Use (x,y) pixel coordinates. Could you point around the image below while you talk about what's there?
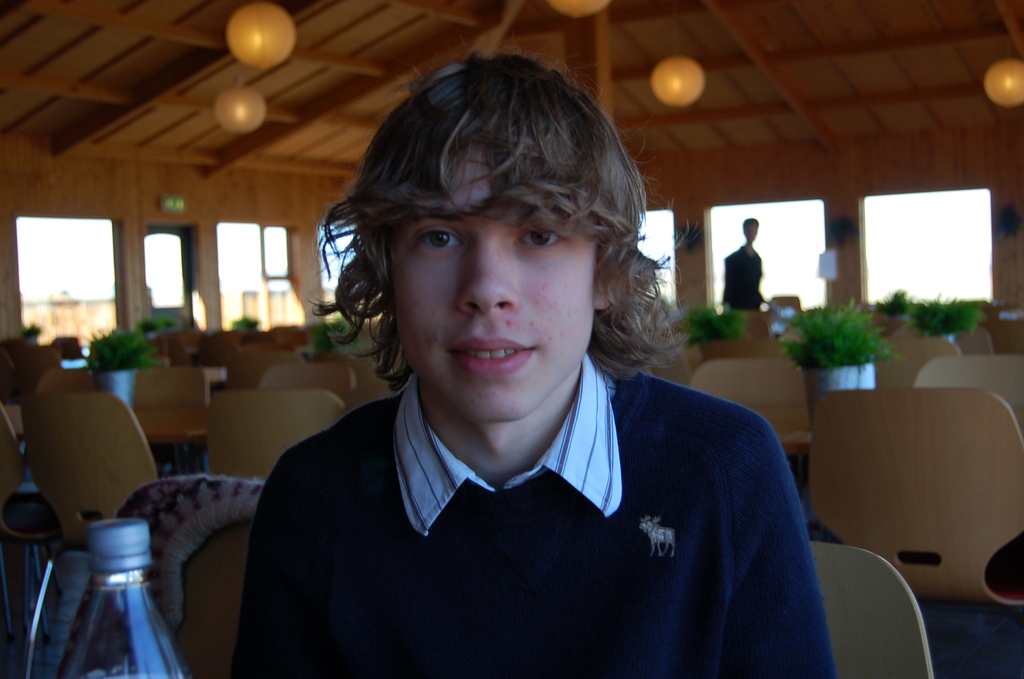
In Front (576,465) portion of the picture we can see a boy (569,450) sitting on a chair (837,564). We can see a bottle (148,606) here. At the top (477,33) we can see roof (420,50) and lights (251,45). This is a door (168,273), exit board (174,201). Here we can see plants (120,367) with pots (125,381) on the table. On the background (732,262) we can see one man (736,283) standing.
